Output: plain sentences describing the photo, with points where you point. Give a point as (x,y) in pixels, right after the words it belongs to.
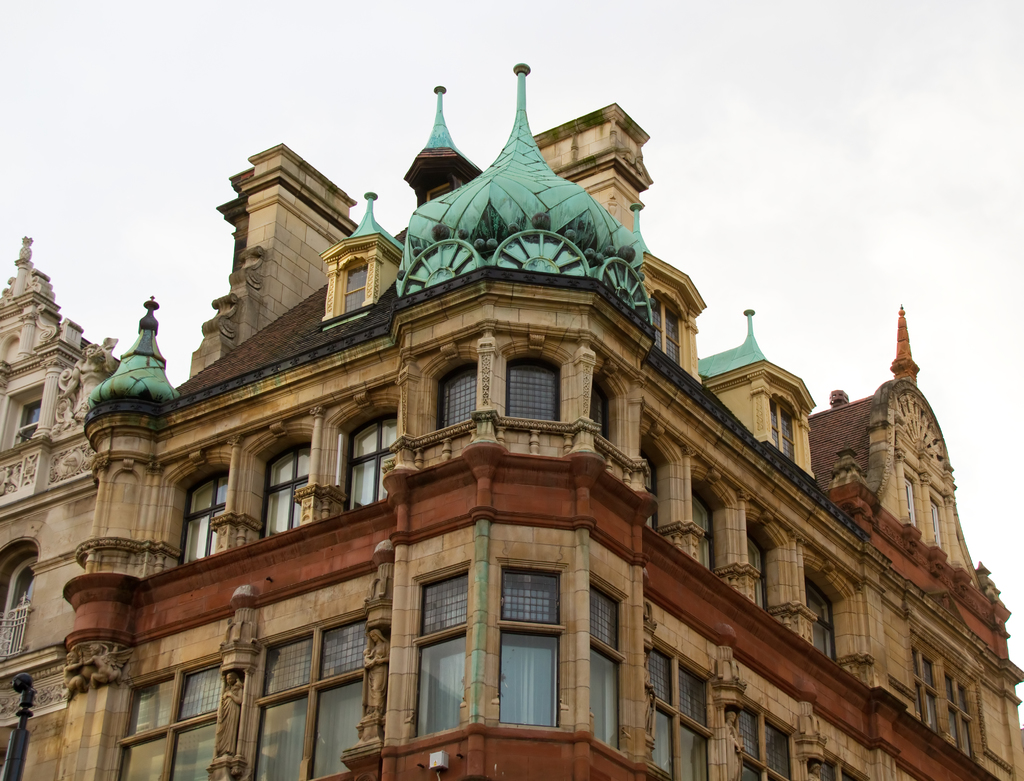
In this picture there is a building (436,471), there are windows (339,727) to the building (586,740). Through the windows (448,728) we can see the curtains (327,718) of the building (493,412). Sky (599,5) is cloudy.
